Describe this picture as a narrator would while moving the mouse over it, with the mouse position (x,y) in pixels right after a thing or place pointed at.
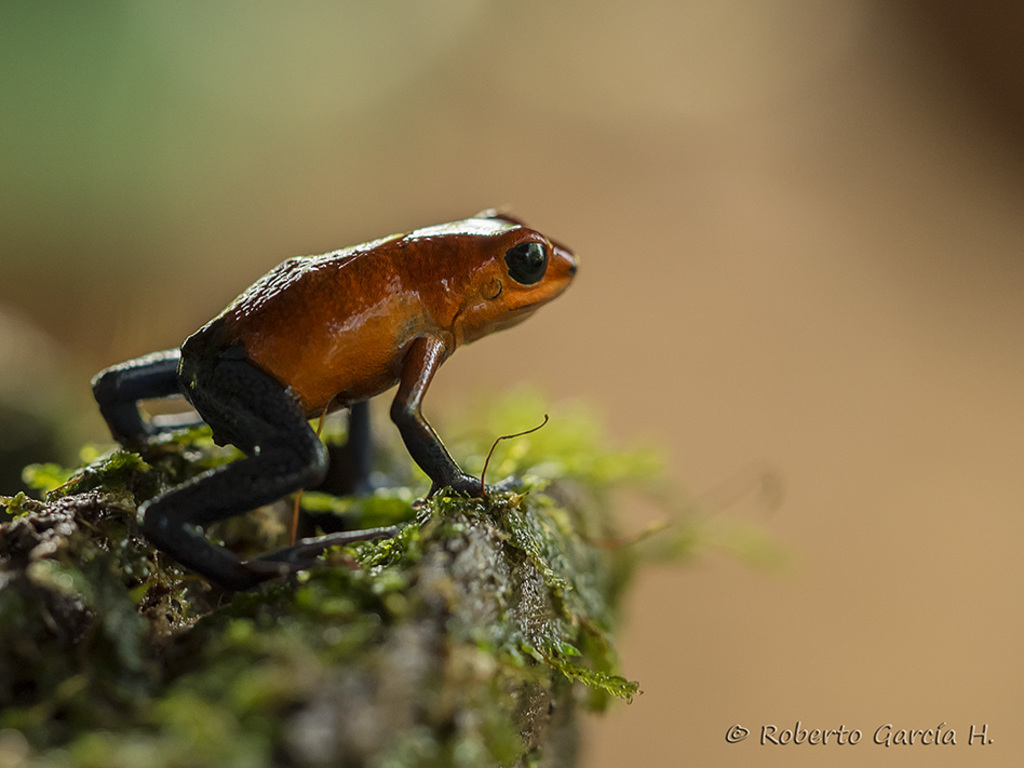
In this picture we can see a frog (336,377) on the mossy log (316,528) and behind the frog (385,317) there is a blurred background (865,111) and on the image there is a watermark (881,733).
